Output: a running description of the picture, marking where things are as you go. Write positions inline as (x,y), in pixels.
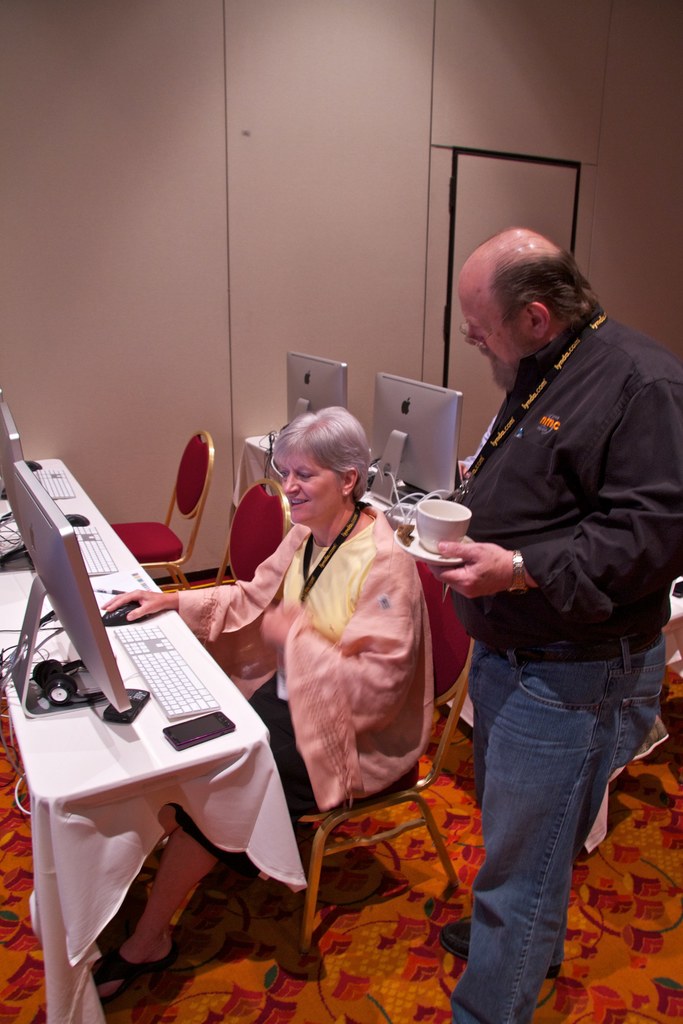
In this image the woman (284,735) is sitting on the chair (417,789) and using the computer (96,626). There are four computers (30,476) in this room (193,441) placed on the table (86,763). I can see a mobile phone (193,728), keyboard (145,655), mouse (115,614) which are placed on the table (87,771). This table (104,867) is covered with a white cloth (216,805). I can see a man (513,636) standing beside the woman (339,576), he is holding a cup (436,527) and saucer (420,551). He wore black jerkin (618,442) and trouser (566,834). This looks like a covered room (201,294).
